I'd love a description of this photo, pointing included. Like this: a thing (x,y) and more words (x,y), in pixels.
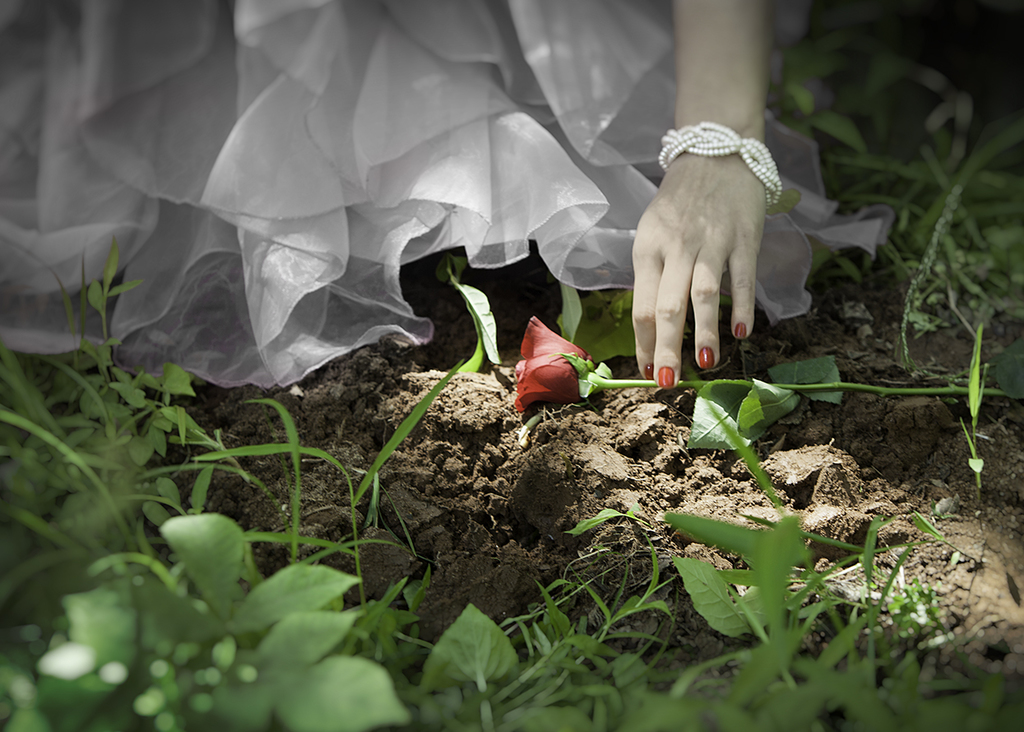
In this image there are leaves (563,646), rose flower (594,387), mud (632,396), a person's hand (706,319), bracelet (707,144) and white cloth (351,137).
